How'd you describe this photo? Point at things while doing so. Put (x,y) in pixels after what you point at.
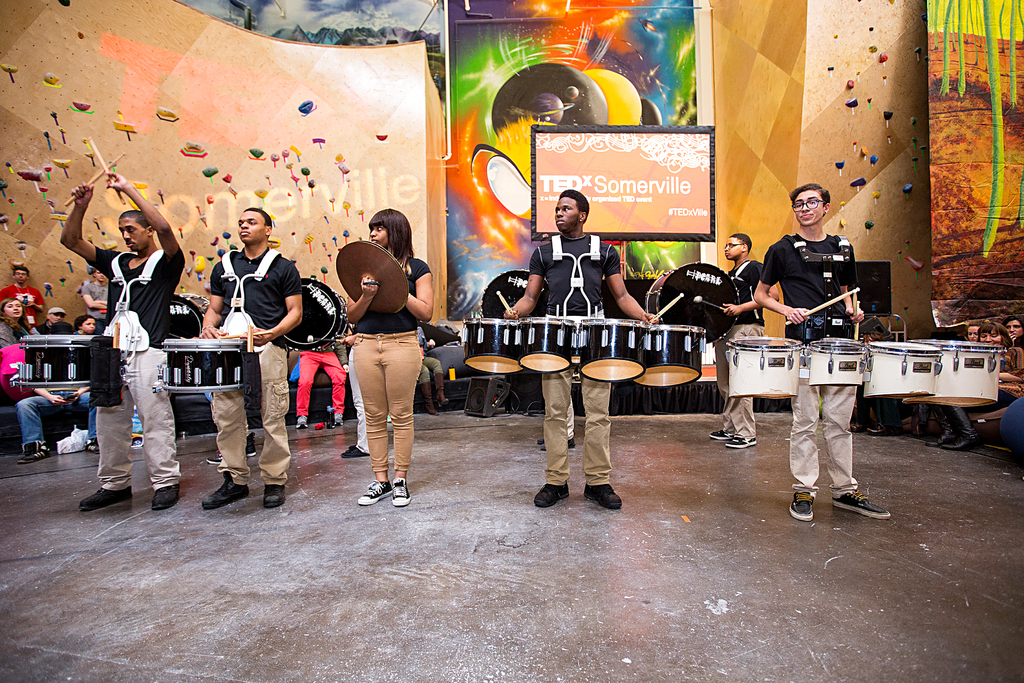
There are people (140,394) standing and playing musical instruments (520,324). In the background (784,324) we can see people's (19,283), screens (605,195) and boards (741,28).
